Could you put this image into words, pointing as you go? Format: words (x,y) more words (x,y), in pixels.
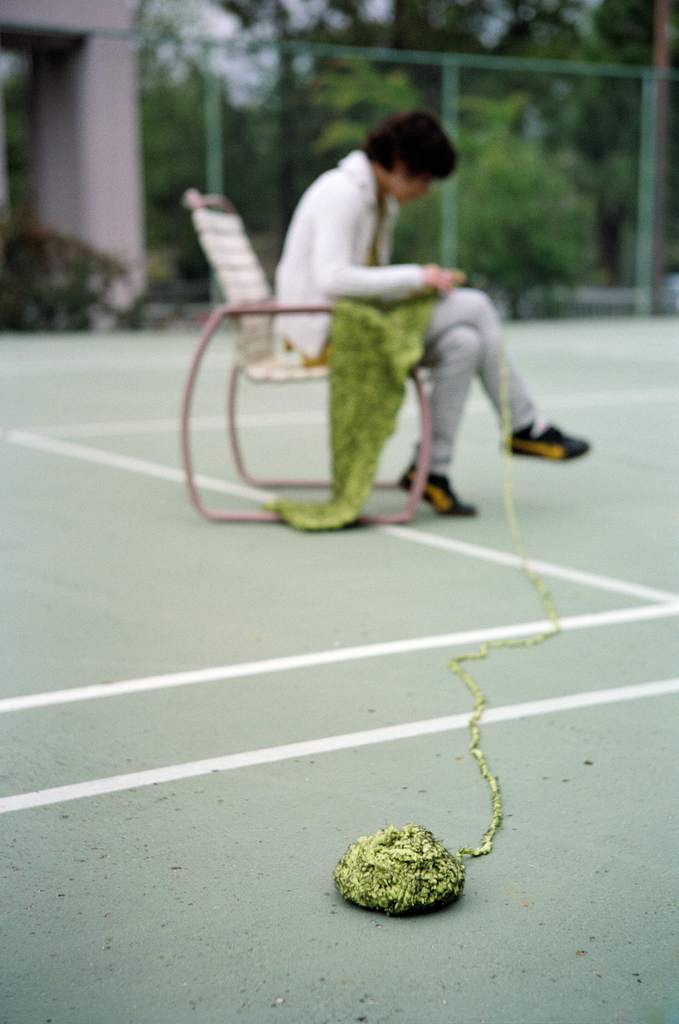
There is a woolen bundle (382,895) at the bottom side of the image (377,843), there is a lady (512,388) sitting on a chair (425,438), it seems like weaving and there are trees (295,112), net fencing (237,112), a pillar (133,138) and sky (247,90) in the background area (210,136).
